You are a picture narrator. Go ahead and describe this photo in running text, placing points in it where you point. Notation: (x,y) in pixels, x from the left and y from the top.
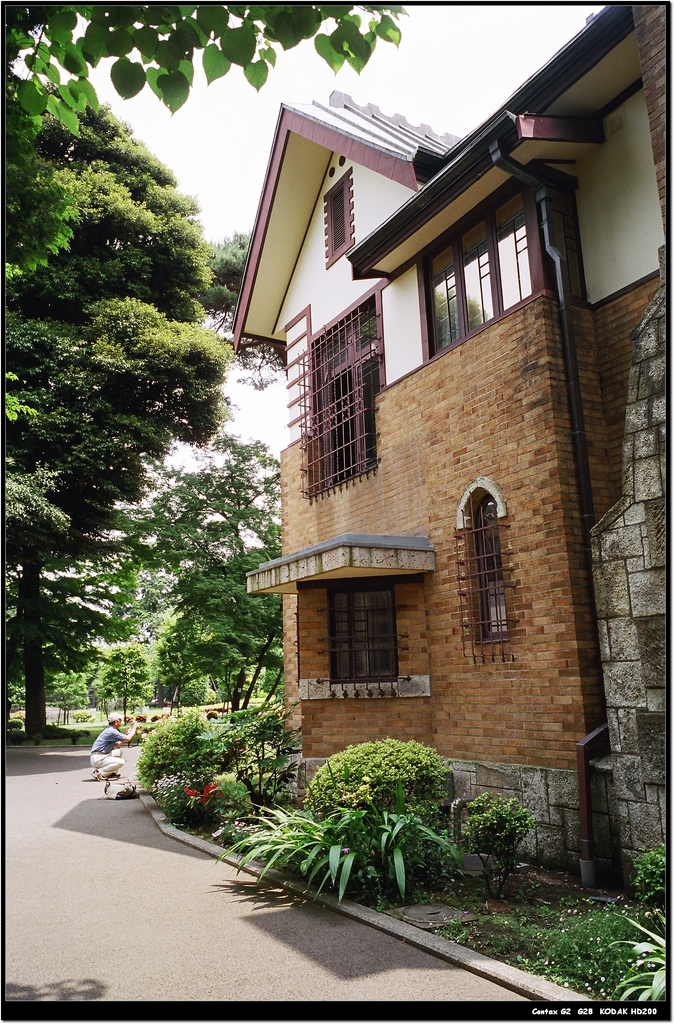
In this image there is a path (107,911) in the middle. On the right side (460,565) there is a building (450,351) with the glass windows (502,301). At the bottom (353,747) there is a garden (383,818) in which there are plants (339,794). On the left side (61,450) there are trees (79,430). In the middle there is a person (123,739) who is sitting in the squat position. At the top (428,83) there is the sky (462,67).
